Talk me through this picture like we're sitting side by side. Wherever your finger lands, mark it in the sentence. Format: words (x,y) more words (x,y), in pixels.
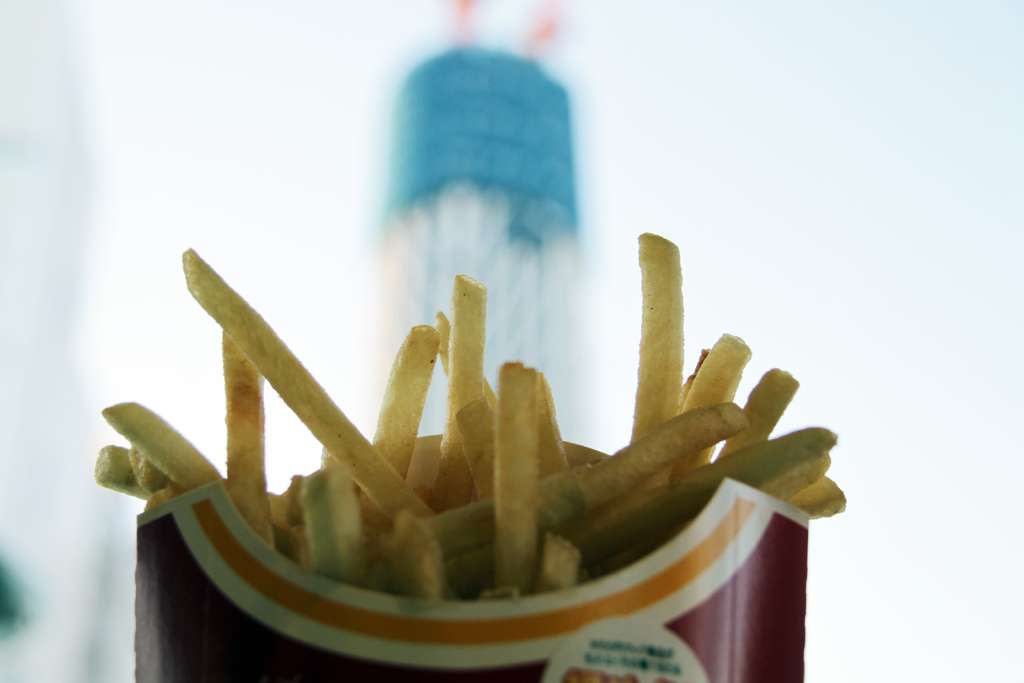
As we can see in the image there is a box (520,642). In box (248,644) there is french fries (423,490) and the background (984,204) is blurred.
